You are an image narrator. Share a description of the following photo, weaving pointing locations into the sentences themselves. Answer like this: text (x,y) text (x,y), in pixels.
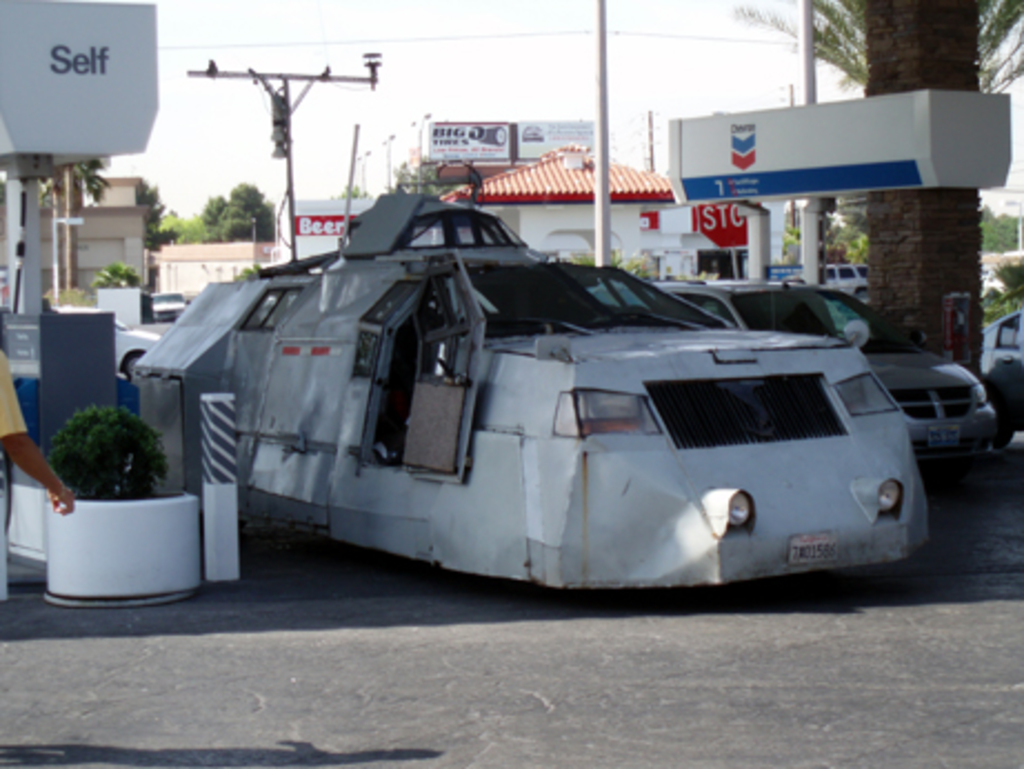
Here we can see white color damage car (517,362) in the petrol pump station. Behind there is a white house (560,202) with red shed (532,168) and some banners (465,146). In the middle of the image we can see pole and a tree trunk (901,245).
